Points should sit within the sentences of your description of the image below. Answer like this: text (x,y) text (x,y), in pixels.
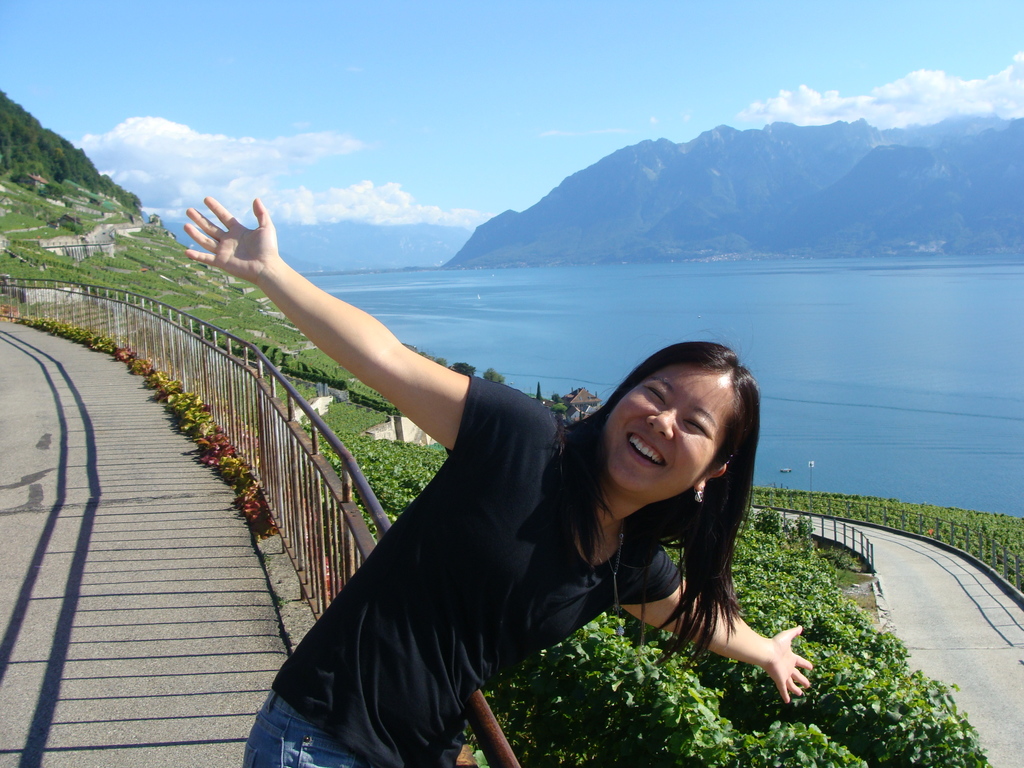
In this picture we can see a woman (355,587) standing and smiling, fence (327,488), path (953,595), trees (683,740), mountains (92,241), water (756,369) and in the background (313,125) we can see the sky (483,169) with clouds (159,152).
